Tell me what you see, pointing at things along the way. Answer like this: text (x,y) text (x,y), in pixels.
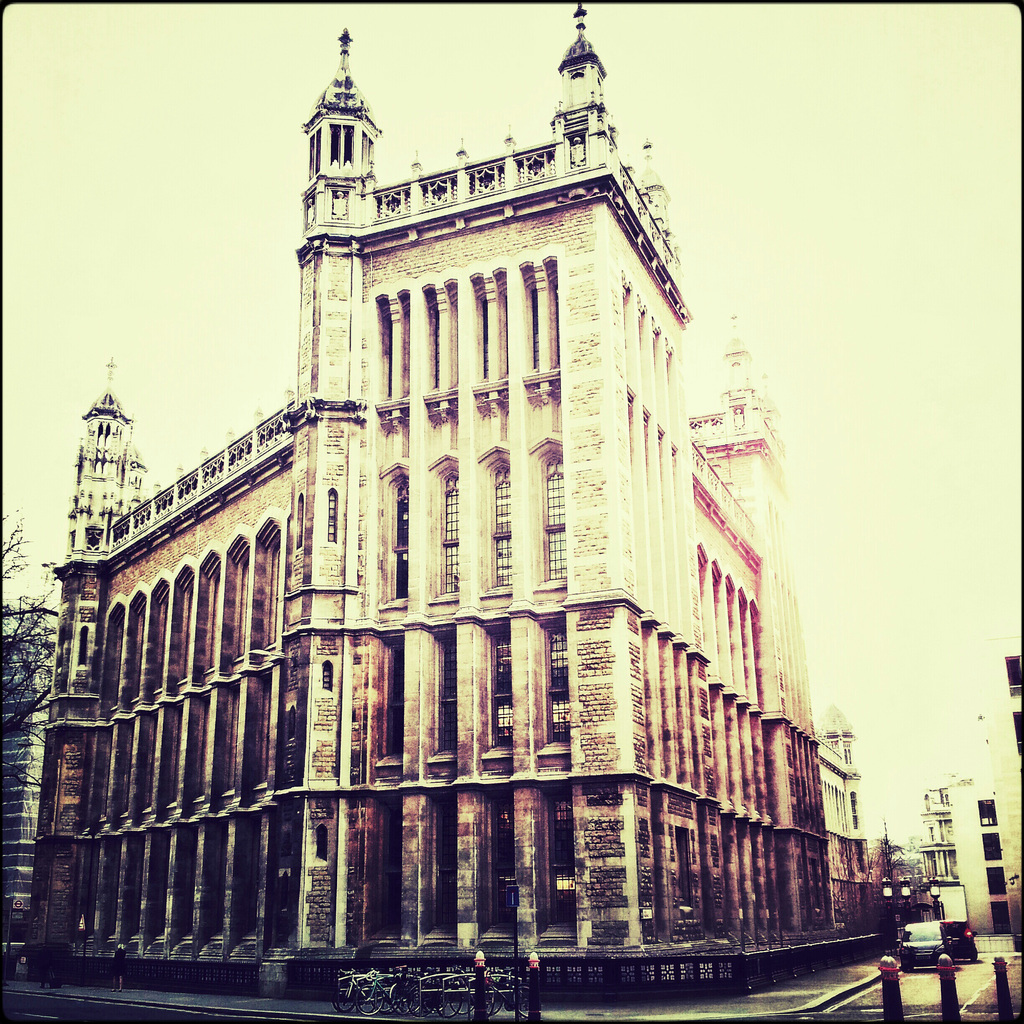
In the picture I can see buildings (563,679), a tree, poles (944,981), bicycles (410,1005), vehicles (960,938) on road (936,999) and some other objects (951,996) on the ground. In the background (837,311) I can see the sky (170,260).
